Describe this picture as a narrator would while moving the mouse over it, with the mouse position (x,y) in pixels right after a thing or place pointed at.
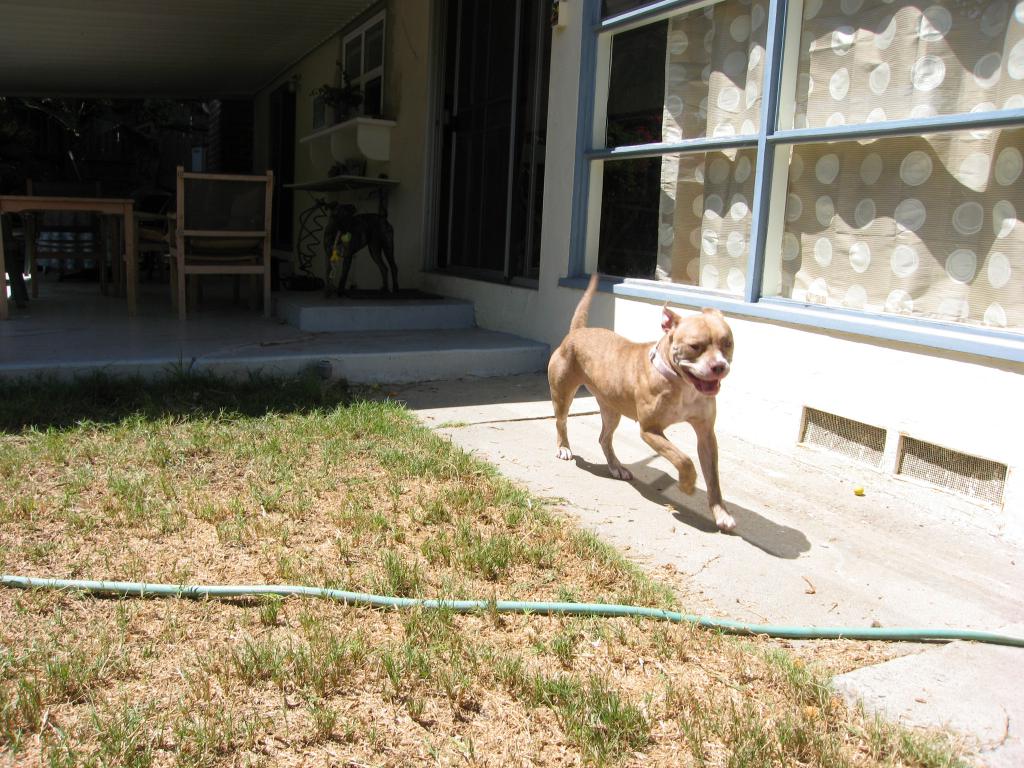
a dog (645,380) is running on the right (702,342). there is a pipe (614,608) in front of him. at the right (783,54), there are window (652,161) and curtains (835,145). behind the dog (664,395) there are table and chairs (226,249).
